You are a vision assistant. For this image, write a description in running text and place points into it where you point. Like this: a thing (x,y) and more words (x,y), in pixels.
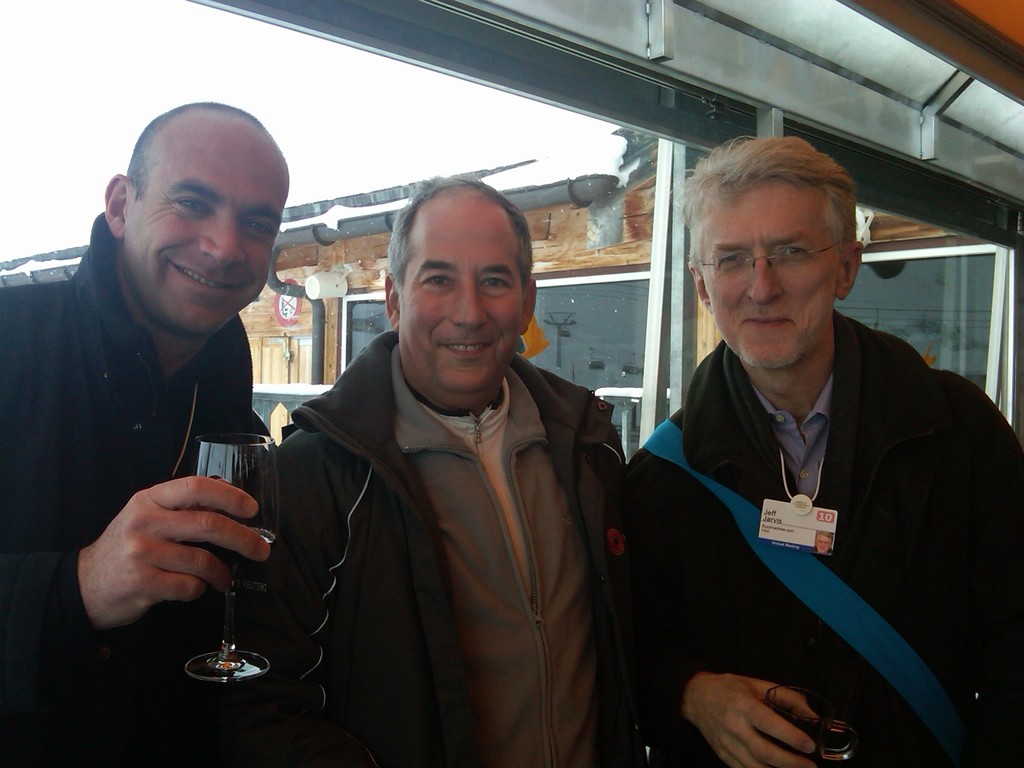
In this picture I can see three men (857,364) are smiling and wearing the coats (263,602), in the background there is a house (609,277).
